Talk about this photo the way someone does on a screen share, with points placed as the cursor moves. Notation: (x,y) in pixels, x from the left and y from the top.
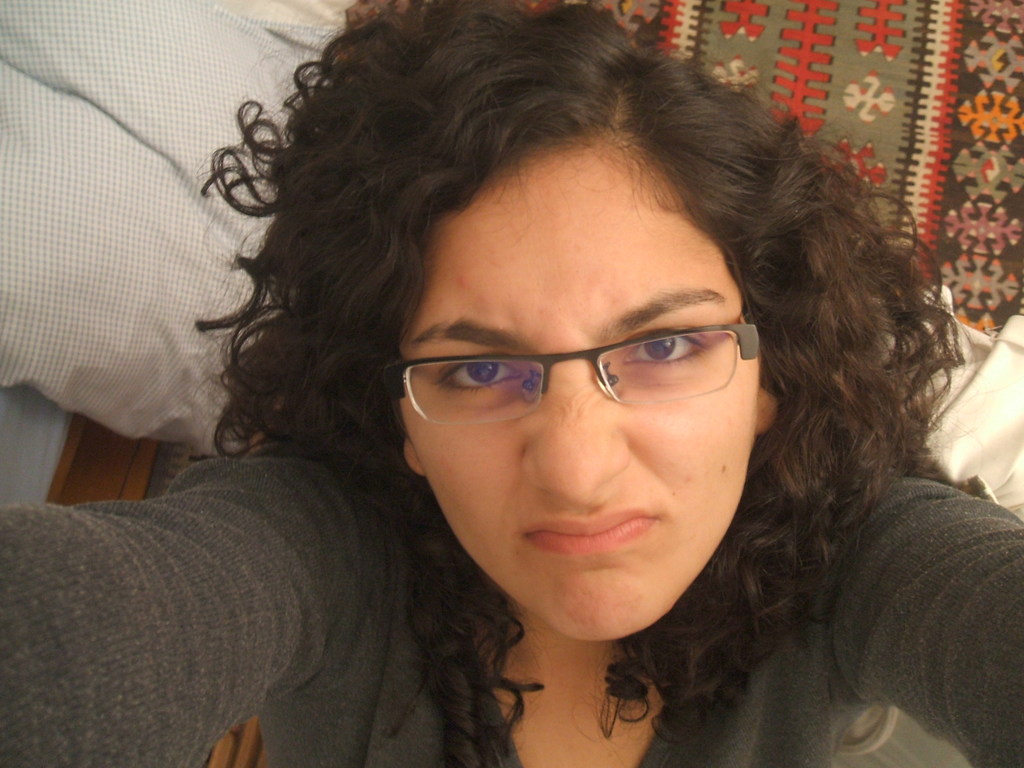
This picture shows a woman (737,108). She wore a spectacles (703,373) on her face (473,504) and she wore a black color t-shirt (908,641) and we see a pillow (93,303) and a blanket (843,13).
